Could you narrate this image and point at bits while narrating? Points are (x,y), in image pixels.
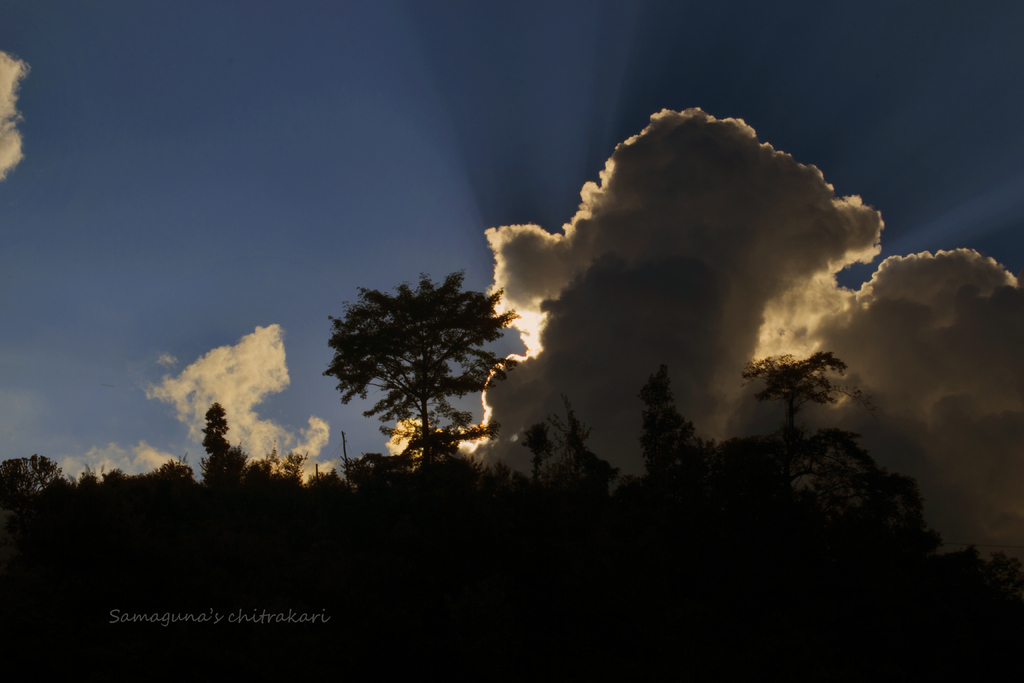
In the foreground of the picture (590,506) I can see the trees (815,439). There are clouds (793,194) in the sky (125,270).
